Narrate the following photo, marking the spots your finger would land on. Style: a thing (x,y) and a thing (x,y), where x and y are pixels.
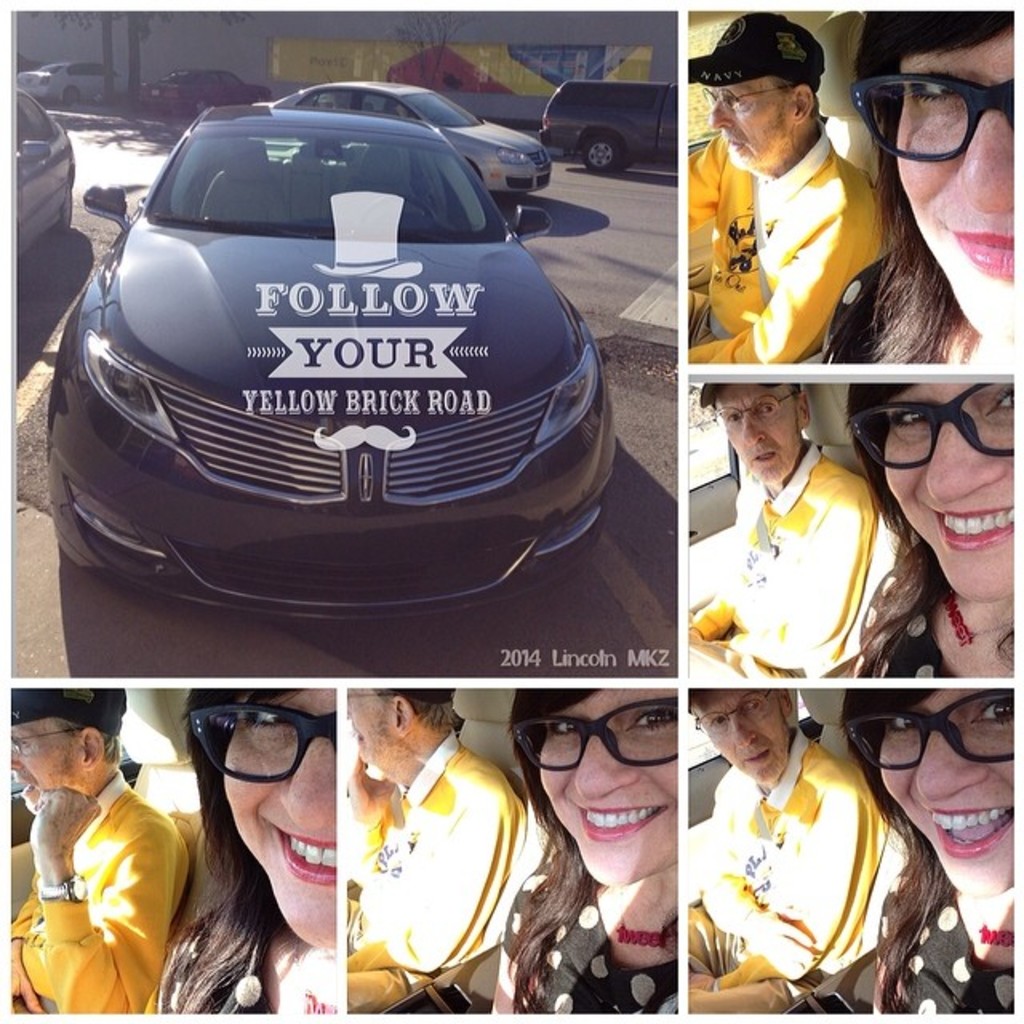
It is a collage edited image. There are vehicles (537,329), a old man (820,302) and a woman (905,299) in this picture.
